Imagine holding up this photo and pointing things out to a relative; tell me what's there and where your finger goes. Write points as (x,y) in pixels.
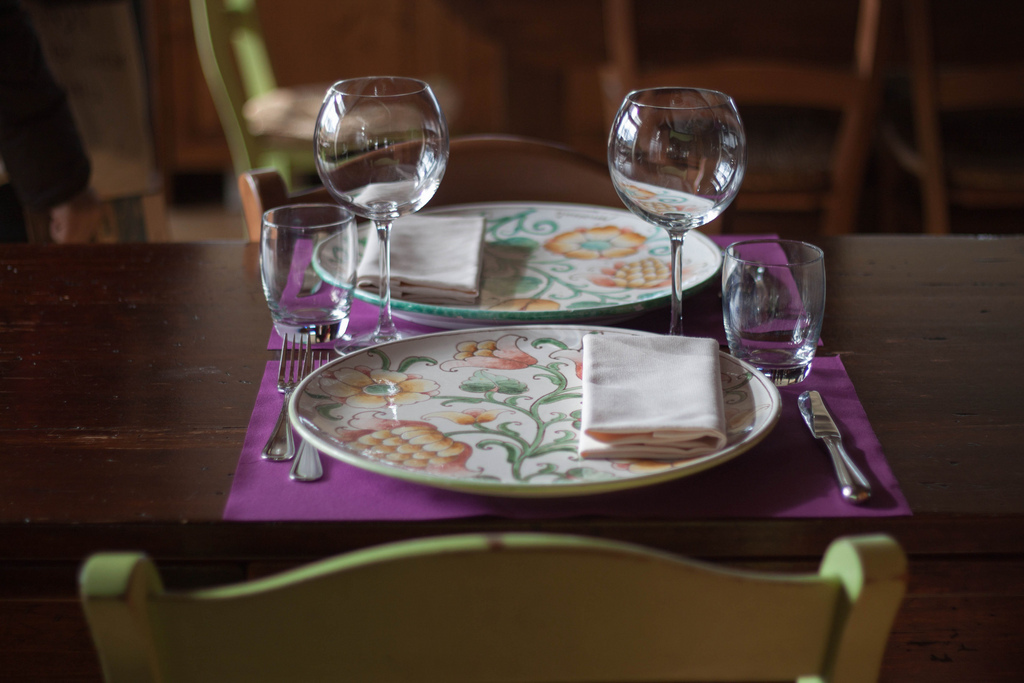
This is the picture of a table (228,364) on which there are two plates (457,373), glasses (275,279), cups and some forks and a knife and also there are some chairs (624,617).
